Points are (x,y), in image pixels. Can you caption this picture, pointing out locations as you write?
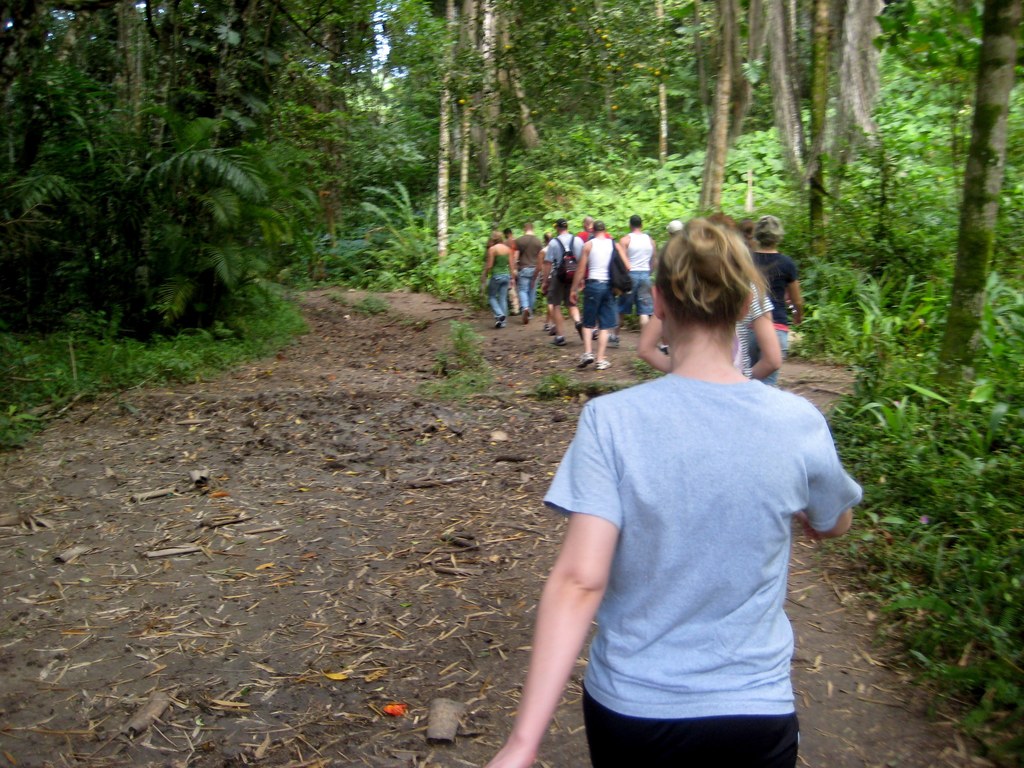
In this image there are group of persons (535,252) walking, there are trees (799,176) truncated towards the right of the image (936,115), there are plants (950,478) truncated towards the right of the image (950,422), there are trees (114,150) truncated towards the left of the image (56,143), there are plants (22,388) truncated towards the left of the image (15,400), there are trees (187,20) truncated towards the top of the image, there is a person (687,735) truncated towards the bottom of the image (675,704), there is soil (267,408), there are dried leaves (337,616) on the soil (394,441).
